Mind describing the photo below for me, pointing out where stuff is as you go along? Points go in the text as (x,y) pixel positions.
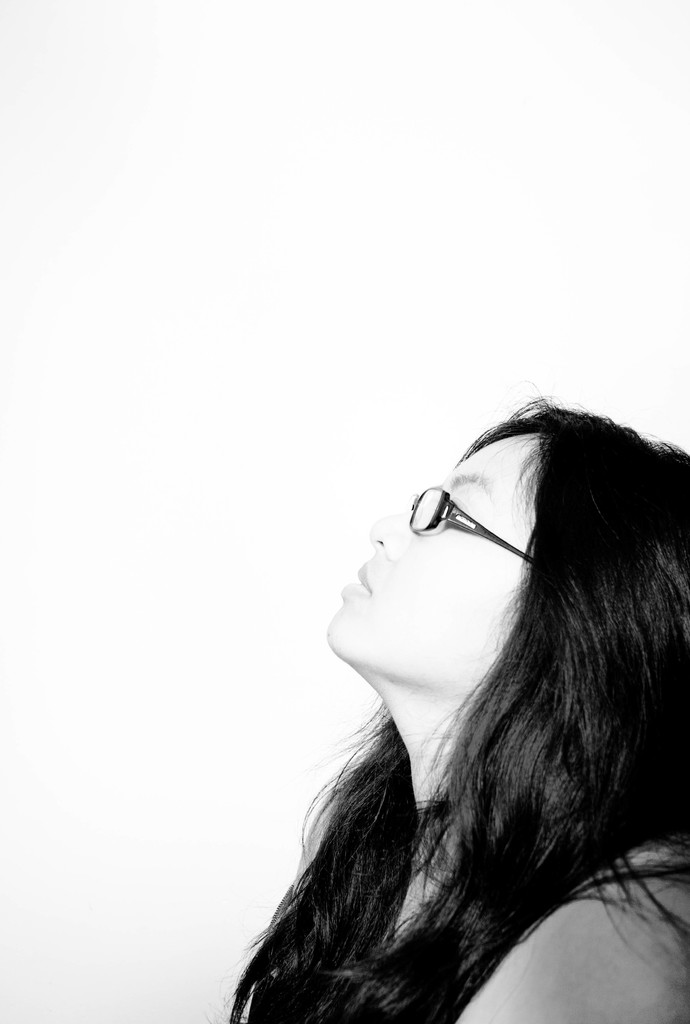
In this image, we can see a girl (437,811), she is wearing specs (510,548) and there is a white background (299,382).
